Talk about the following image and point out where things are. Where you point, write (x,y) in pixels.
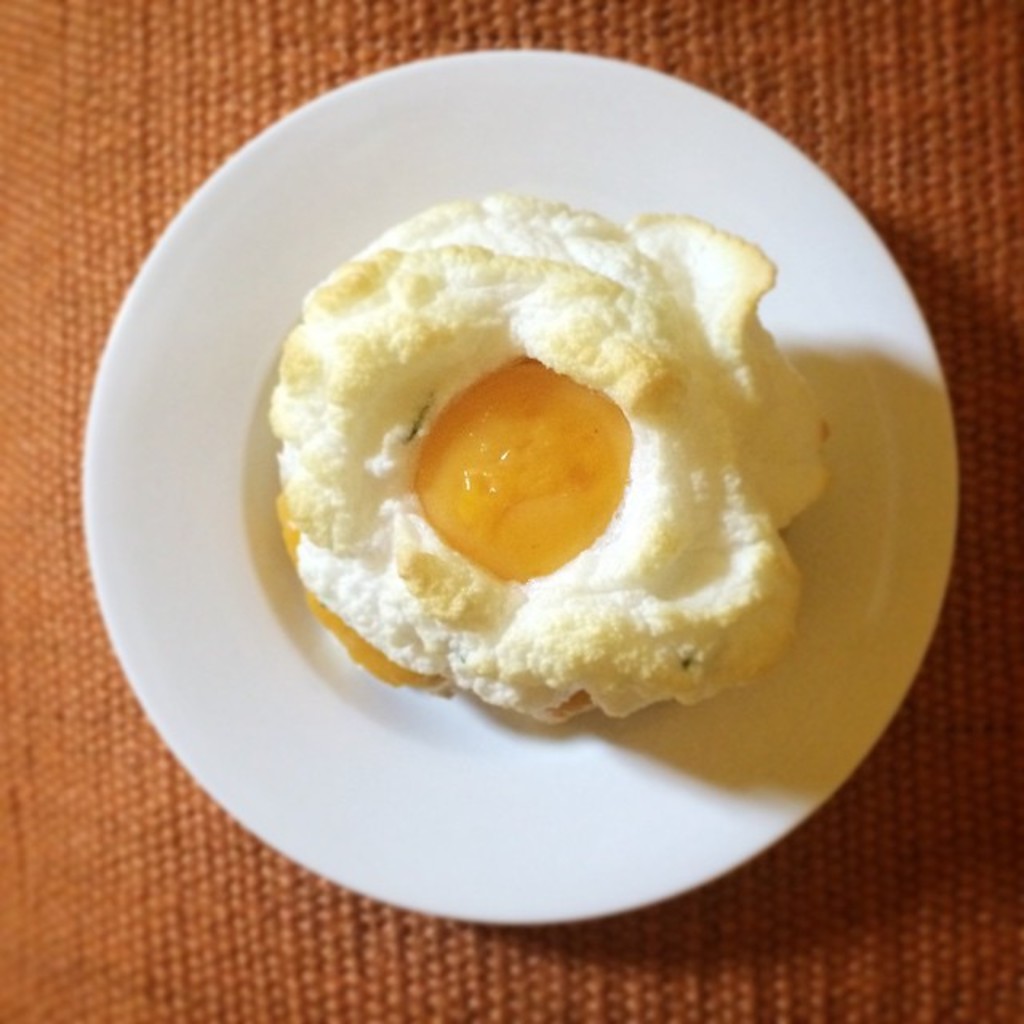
In the center of the image (345,613) we can see an egg poach (599,660) and a plate (564,814) placed on the table (945,898).
